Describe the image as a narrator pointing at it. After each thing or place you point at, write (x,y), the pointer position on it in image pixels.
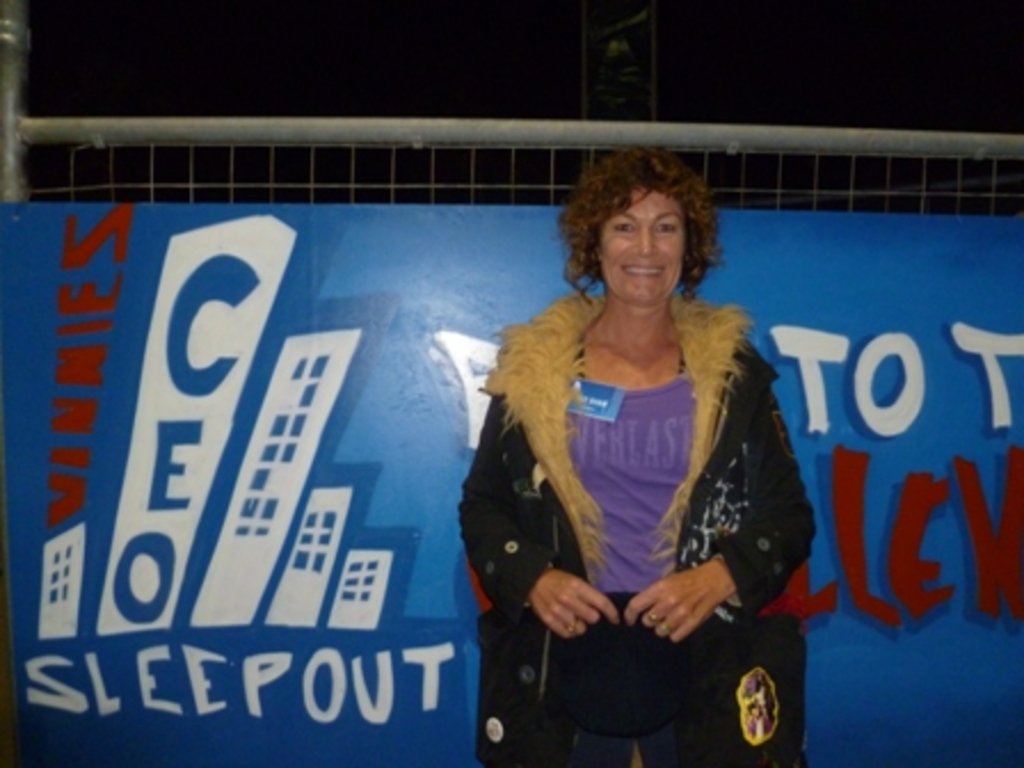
In the foreground of this image (620,564), there is a woman (673,467) wearing coat (744,602) and holding an object (576,673). In the background (349,309), there is a blue banner (412,284), fencing (392,150) like an object (441,133) and the dark sky (440,67).
